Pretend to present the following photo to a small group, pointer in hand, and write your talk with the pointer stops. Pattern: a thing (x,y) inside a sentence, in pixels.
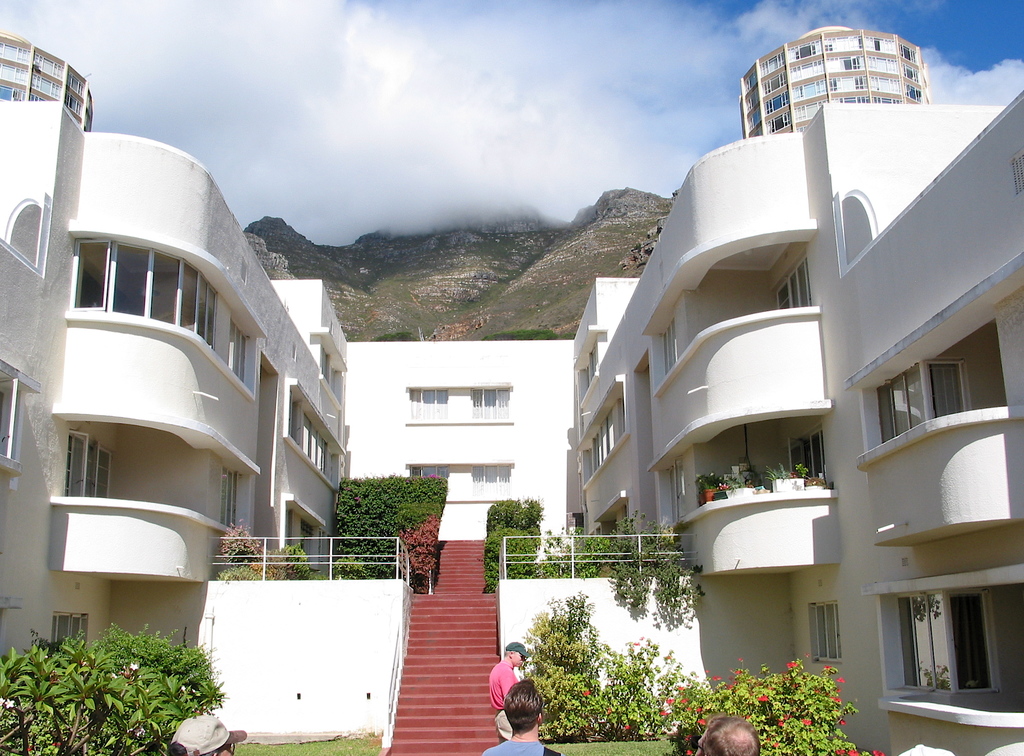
In this image I can see few persons (501,682) and buildings (837,629). I can see few plants (344,575). In the background (272,247) I can see mountains (418,321). At the top (406,133) I can see clouds (553,122) in the sky (506,112).
